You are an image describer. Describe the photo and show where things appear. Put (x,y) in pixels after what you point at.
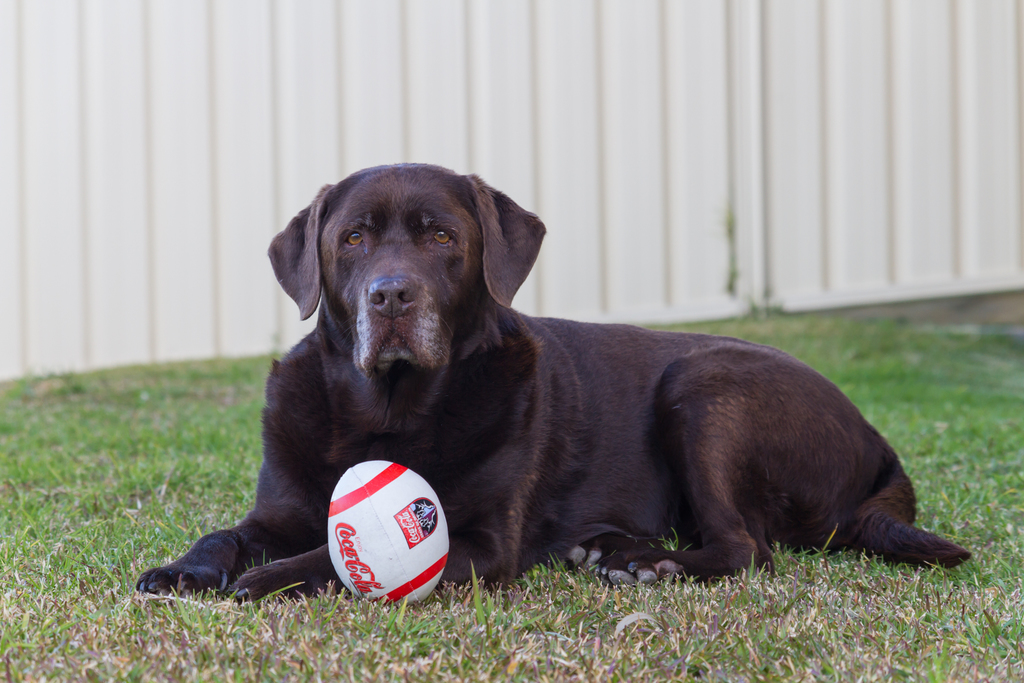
In the center of the image (527,262) we can see dog (566,322) on the grass (597,633). In the background (630,120) there is wall (630,120).
